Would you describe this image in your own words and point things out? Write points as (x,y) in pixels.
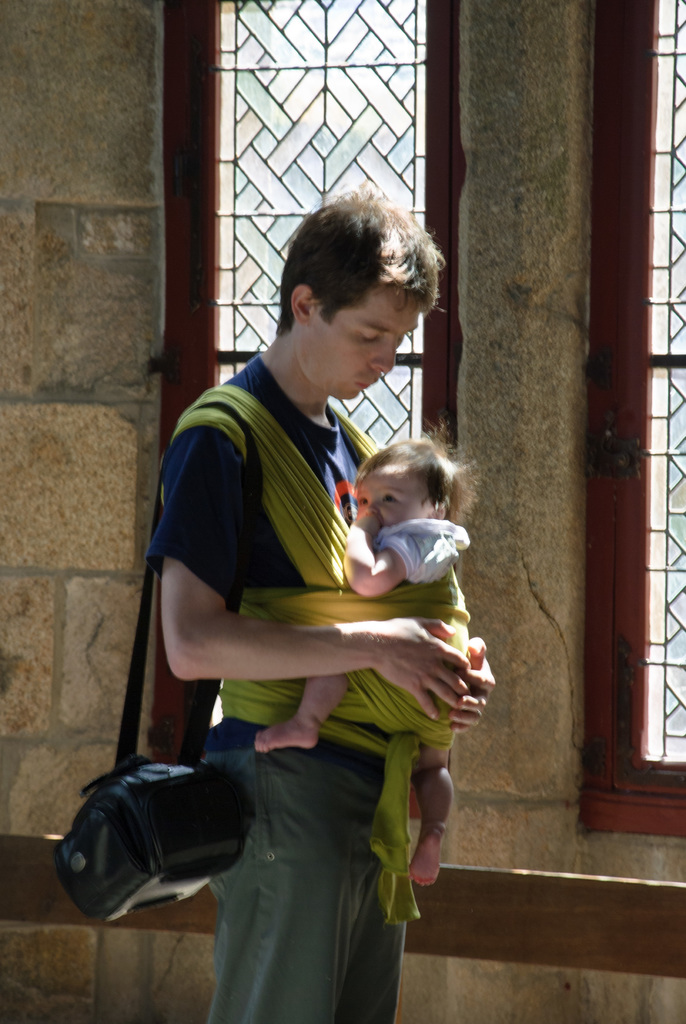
In this picture we can see a person (351,813) and a baby (436,553) and in the background (3,760) we can see a wall (634,867), windows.
